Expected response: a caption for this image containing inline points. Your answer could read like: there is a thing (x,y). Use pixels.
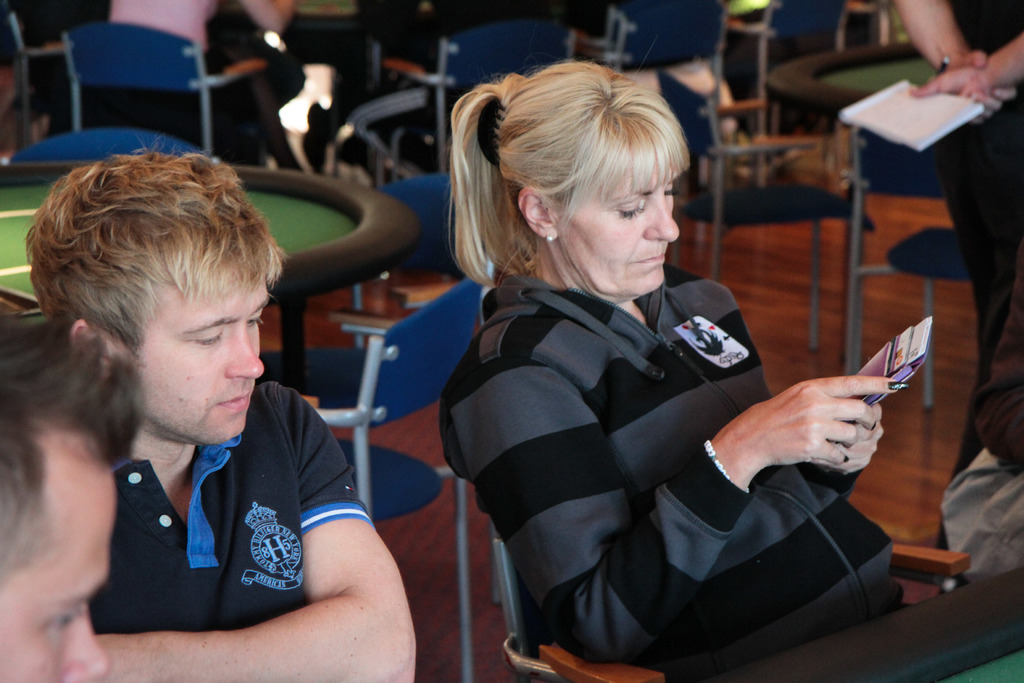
There are many chairs (429,269). Few people (609,149) are sitting. A lady (614,313) is holding something in the hand (873,389). There is a table (296,261). On the right side (983,113) a person (991,123) is holding a book (903,129) in the hand (921,95).
